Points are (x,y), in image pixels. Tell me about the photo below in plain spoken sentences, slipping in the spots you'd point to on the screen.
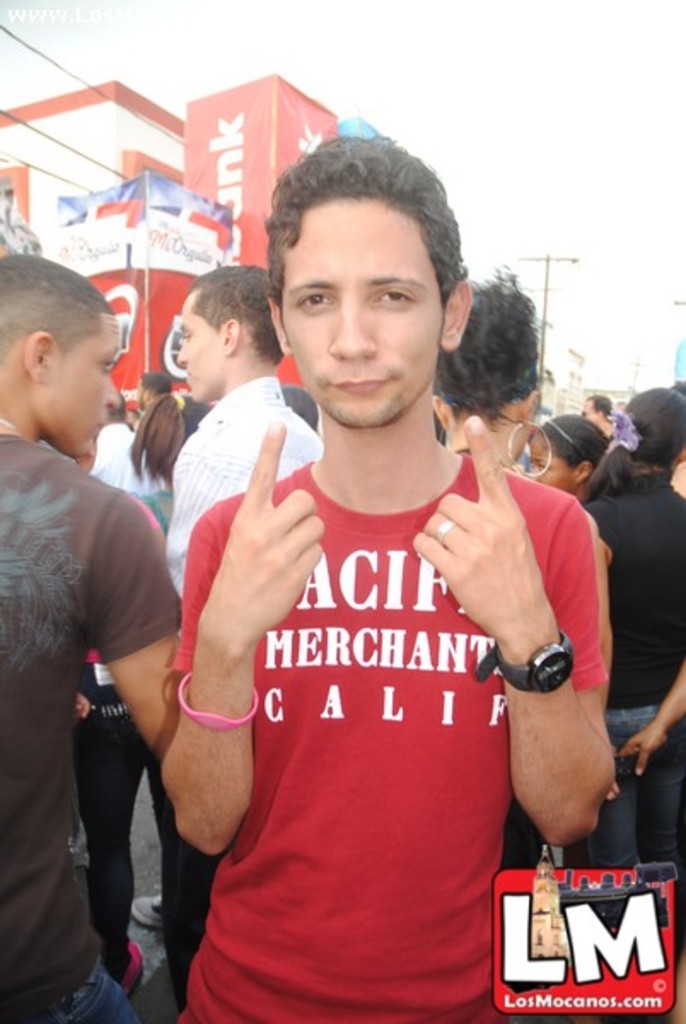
In the image there is a person (326,623) in red t-shirt (334,639) showing fingers (484,463) and behind there are many people (627,529) standing on the road (141,780), on the background (371,35) there is a building (238,151) and above its sky (493,98).
